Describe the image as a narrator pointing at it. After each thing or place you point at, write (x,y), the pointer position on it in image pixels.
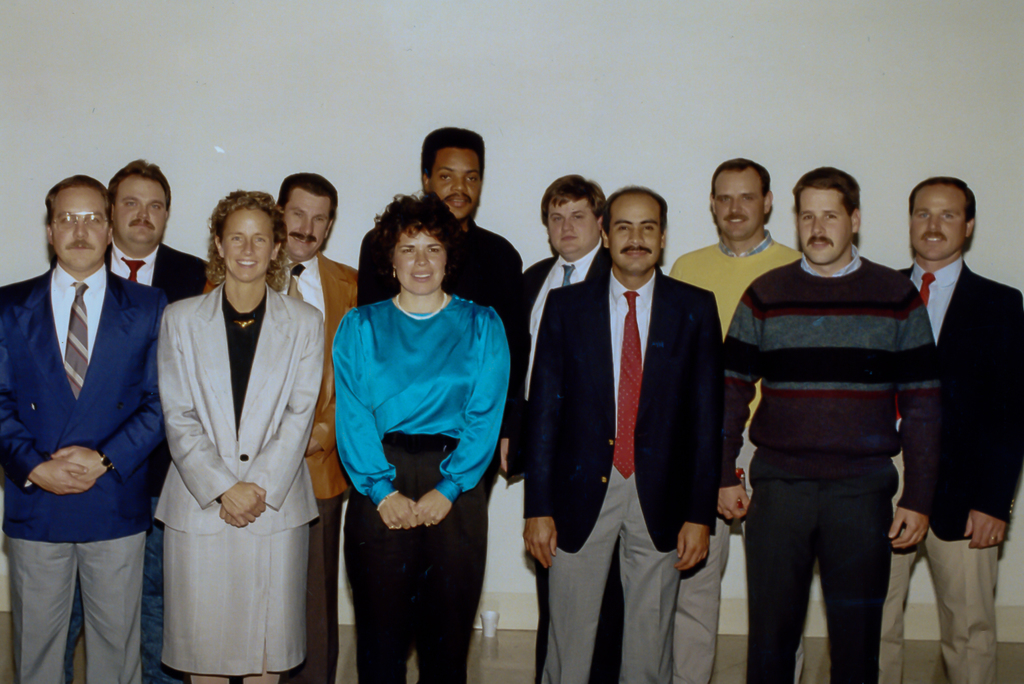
In the picture I can see a group of people (244,286) standing on the floor (498,674) and they are smiling. In the picture I can see a few men (574,312) wearing a suit (116,310) and tie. There is a man (841,332) on the right side (837,408) is wearing the sweater (865,351). In the background (506,143), I can see the wall (523,625). I can see a cup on the floor (500,644) at the bottom of the picture (498,622).
